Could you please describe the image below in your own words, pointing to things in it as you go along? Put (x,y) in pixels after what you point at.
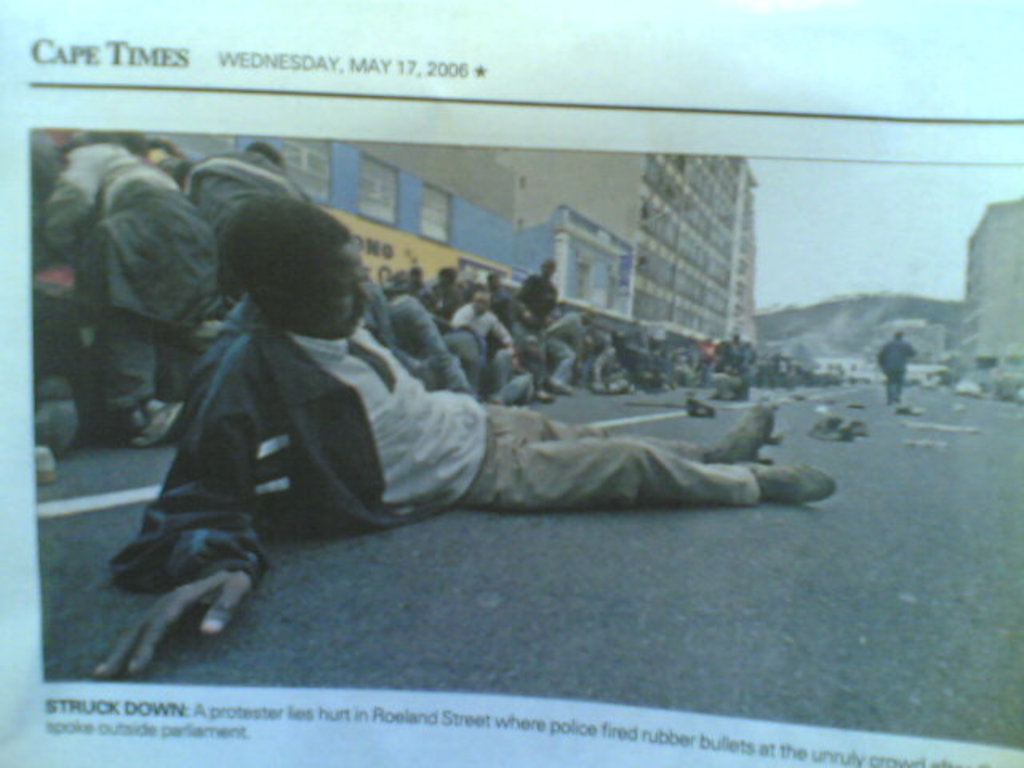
In this image we can see a newspaper (363,524). In the center (351,487) there is a man (342,434) lying on the road (680,586) and there are people (397,323). In the background (389,190) there are buildings (637,265) and sky (847,193). At the top (145,46) and bottom there is text (236,736).
